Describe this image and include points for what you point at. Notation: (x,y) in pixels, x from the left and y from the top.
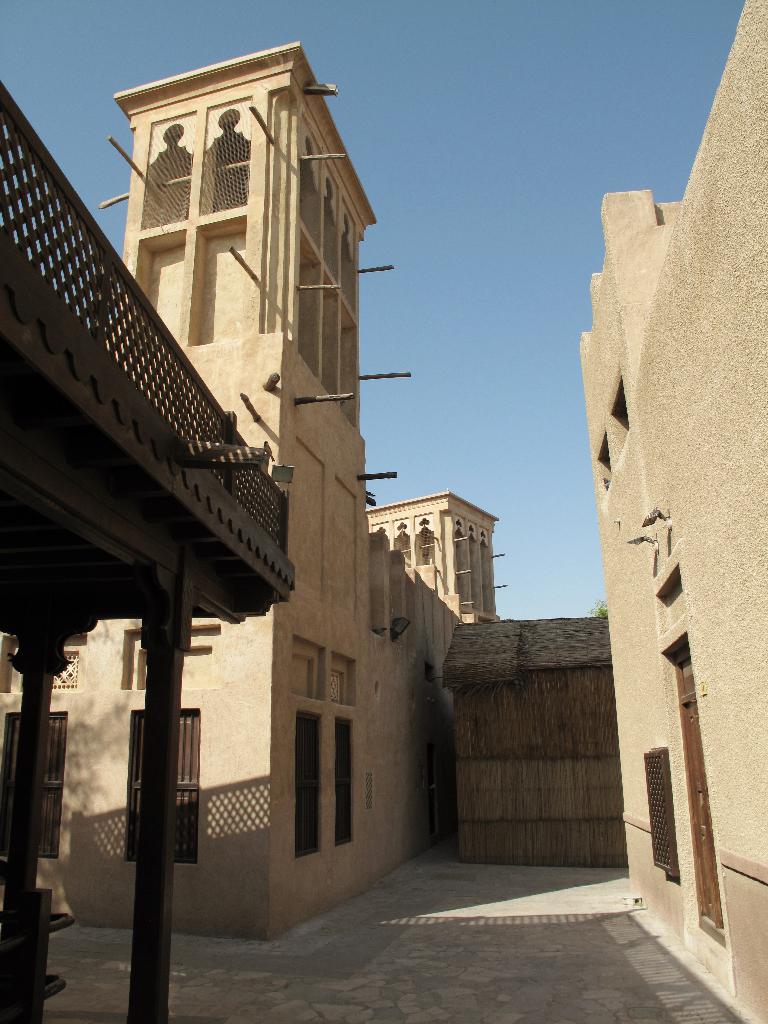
In this image we can see some buildings (369,575). On the right side of the image (624,532) there is a building (684,620) with doors (713,852) and windows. At the bottom of the image (459,952) there is the floor (383,978). On the left side of the image (88,716) there is the building (94,361). In the background of the image (451,279) there is the sky (360,317).
